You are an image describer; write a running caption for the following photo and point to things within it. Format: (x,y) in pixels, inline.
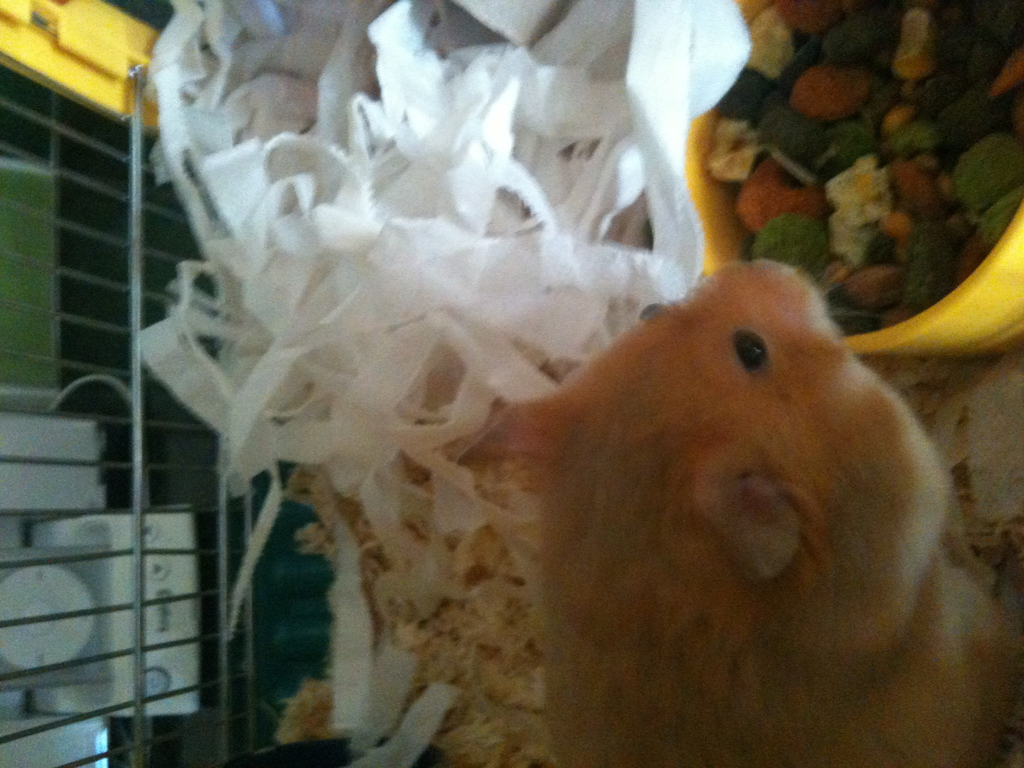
In this picture we can see an animal (657,679), cloth pieces (427,87), rods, bowl (919,328) and some objects (824,44).
